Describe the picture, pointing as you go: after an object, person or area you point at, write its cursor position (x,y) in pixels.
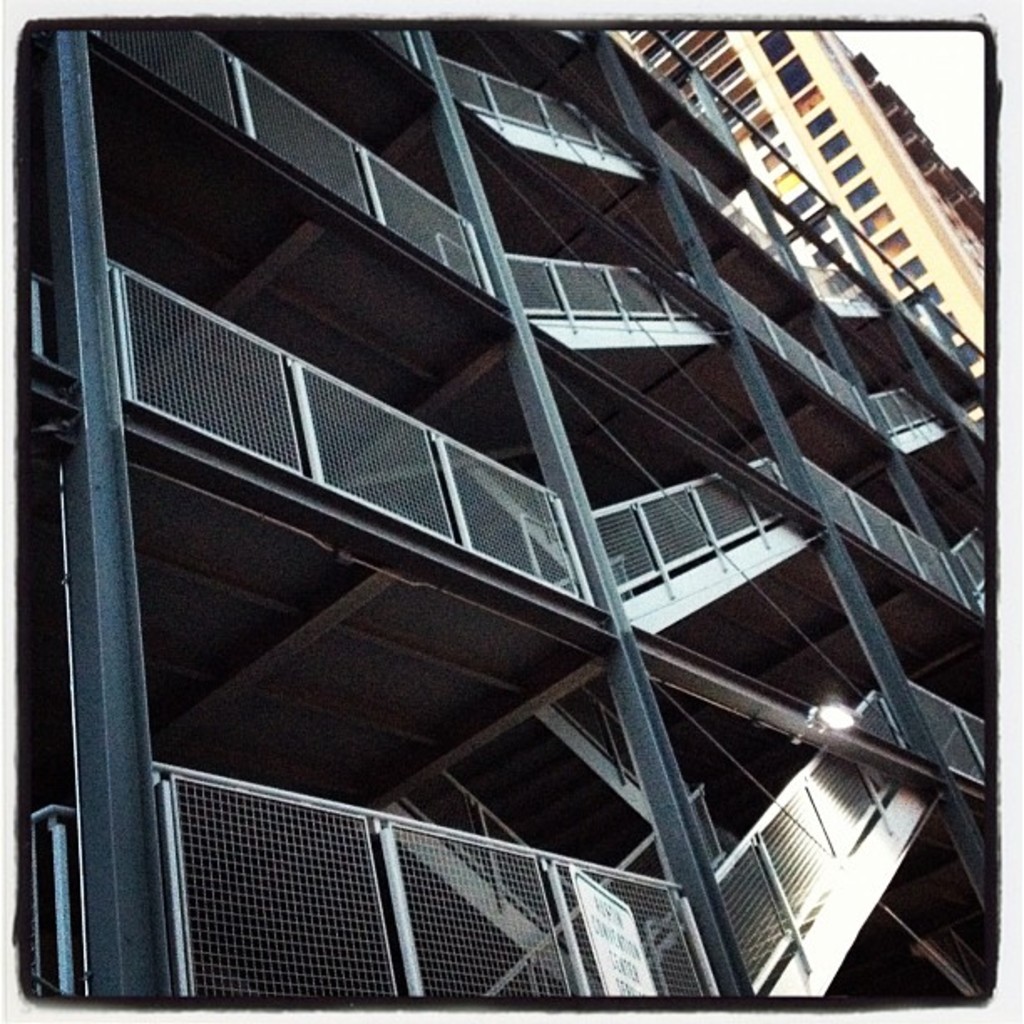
In the center of the image (481,660) there is a building (506,979). There are staircases (829,284).
